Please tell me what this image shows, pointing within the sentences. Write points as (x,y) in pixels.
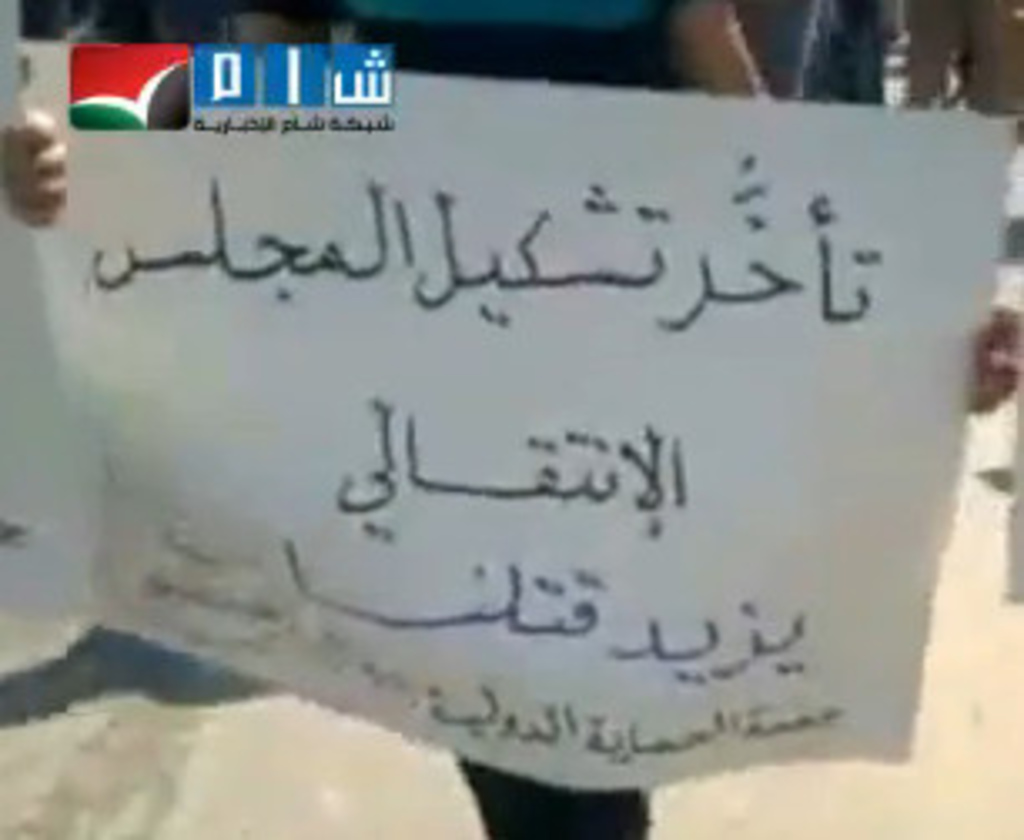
In this image, we can see a person (704,42) holding a placard (826,450) with his hands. There is a logo (186,95) in the top left of the image (174,101).
